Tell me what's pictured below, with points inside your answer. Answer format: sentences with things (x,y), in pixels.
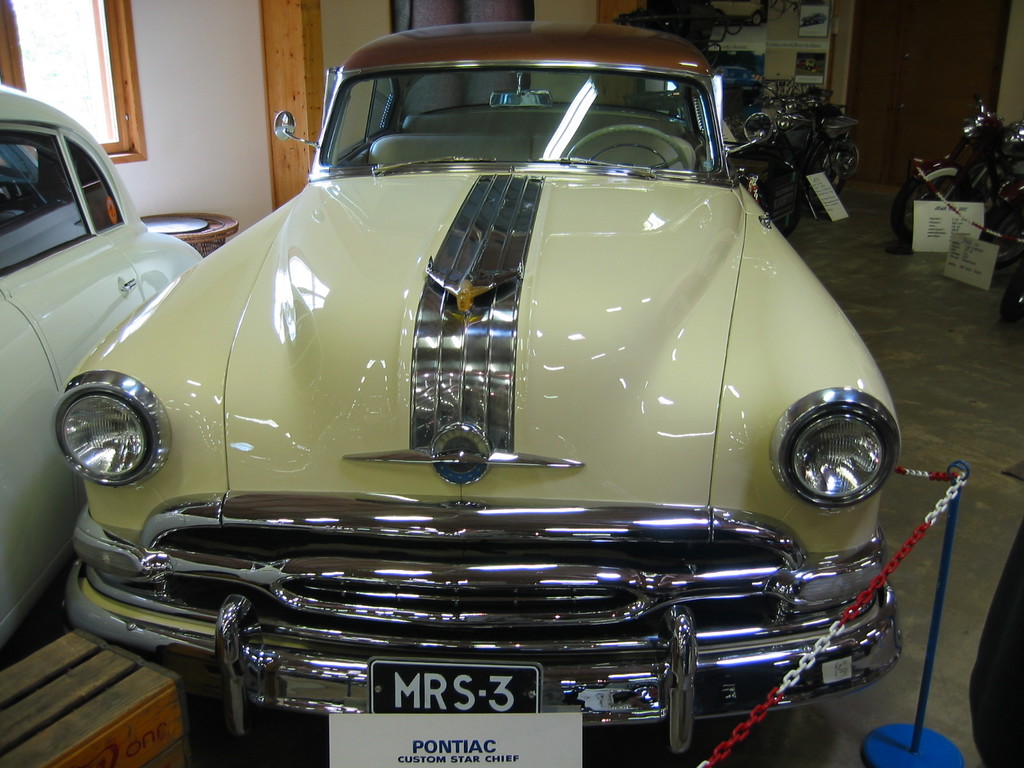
In this image I can see the floor (932,323), few cars (405,392) and few motorbikes (999,125) on the floor (760,753), the metal chain (947,502) to the blue colored pole (919,697), few white colored boards (925,247) and in the background (314,138) I can see the wall (226,66), the window (74,109), the door (958,112) and few other objects (797,13).
